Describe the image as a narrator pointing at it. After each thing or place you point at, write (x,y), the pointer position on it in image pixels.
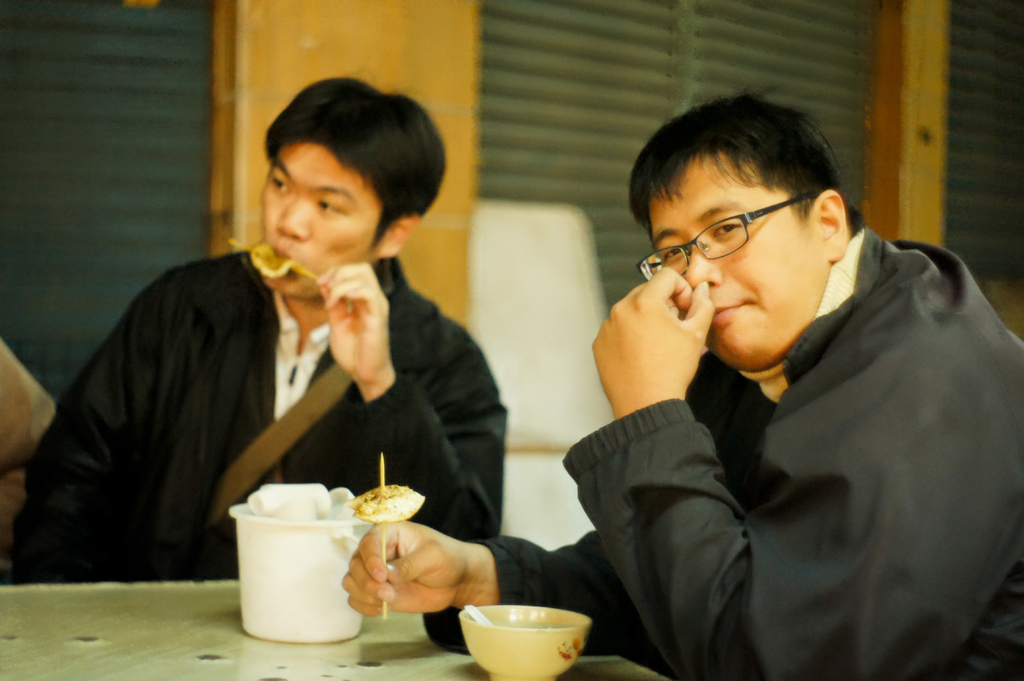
In the foreground of the picture (337,341) there are two persons (180,571), table (399,626), bowls (522,633) and food items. In the background (117,94) we can see windows (517,62) and window blinds (823,68).
